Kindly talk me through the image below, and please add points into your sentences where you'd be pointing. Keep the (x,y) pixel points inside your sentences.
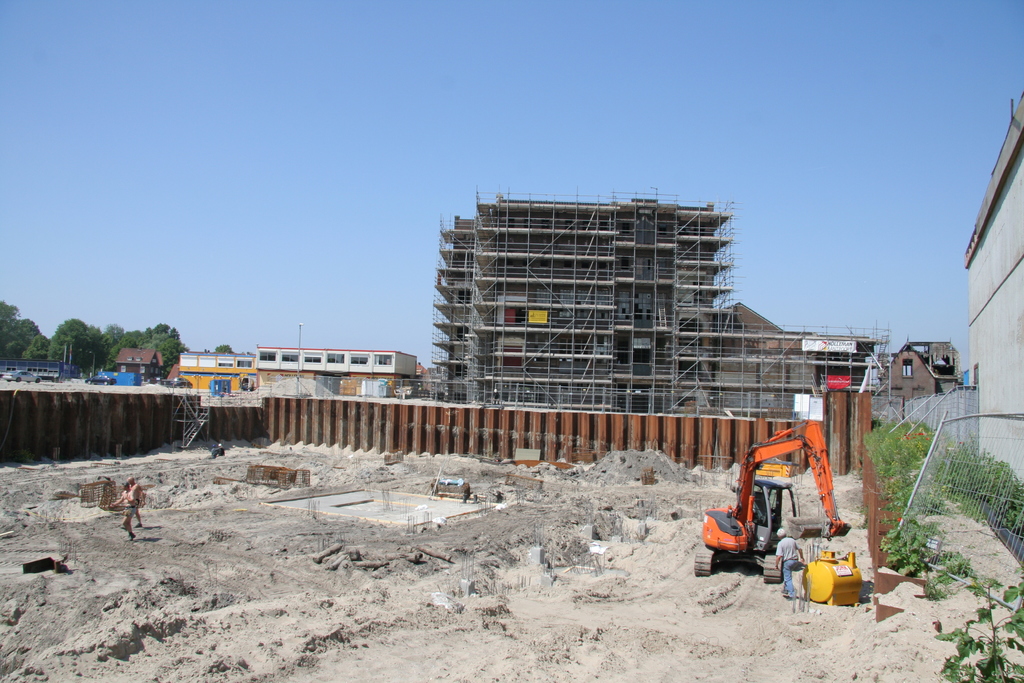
Here there are buildings (336,358) and trees (90,346), there are vehicles (749,521), this is sand (421,620) and a sky (404,181).
